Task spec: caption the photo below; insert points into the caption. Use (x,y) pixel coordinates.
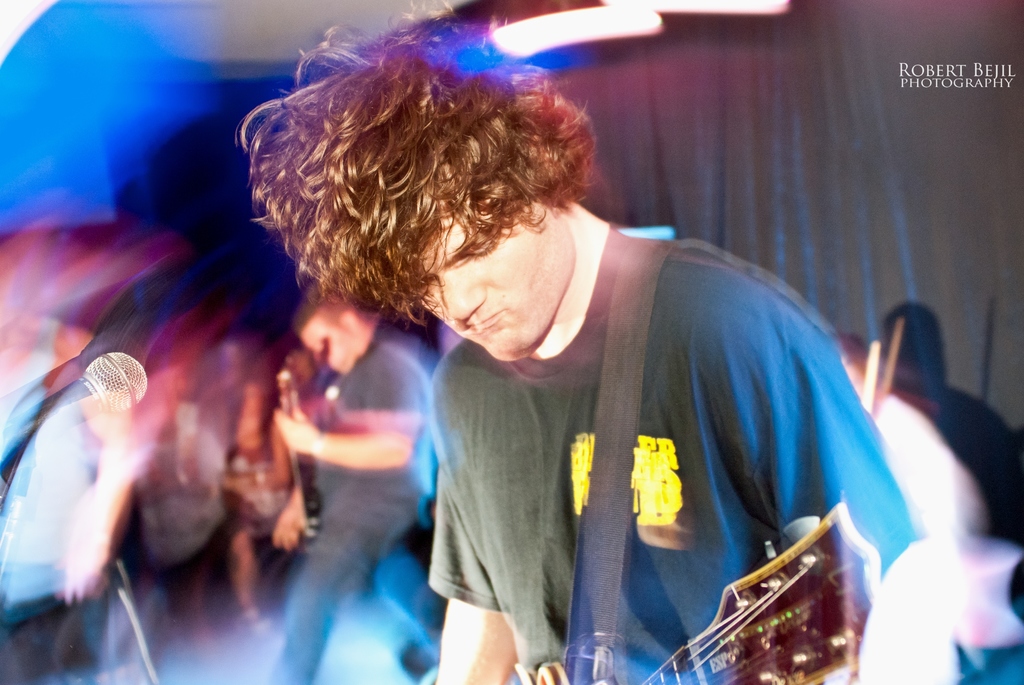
The person (547,482) wearing black shirt (560,474) is carrying a guitar (681,655) and there is a mic (108,392) in front of him and there are few people (391,386) behind him.
